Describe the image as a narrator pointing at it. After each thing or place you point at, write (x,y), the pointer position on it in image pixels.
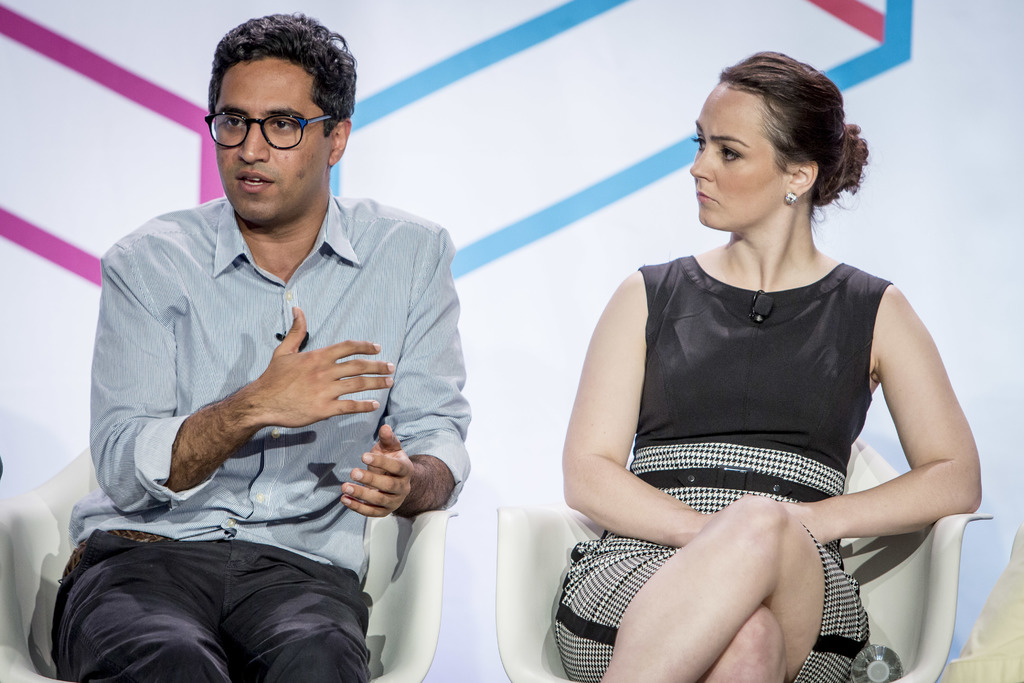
In the picture I can see a man (284,484) wearing shirt (369,418) and spectacles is sitting on the chair (404,575) and is on the left side of the image (130,588) and I can see a woman (736,479) wearing black color dress (716,492) is sitting on the chair (848,464) and is on the right side of the image (917,575). In the background (27,96), I can see the white color banner (60,96) on which I can see blue and pink color lines (581,18).
